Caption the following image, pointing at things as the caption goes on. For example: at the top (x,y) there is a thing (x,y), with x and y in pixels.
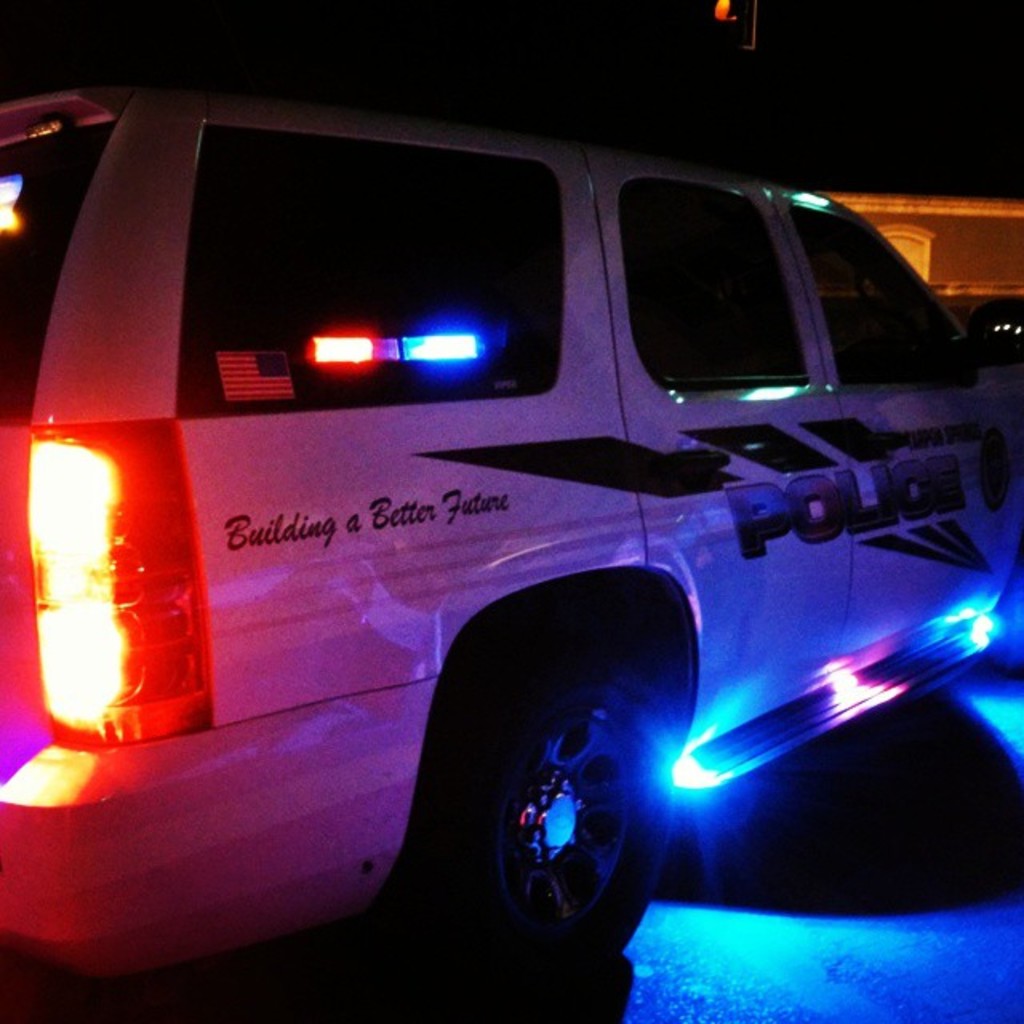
There is a vehicle (411,510) with lights (137,472). On that something is written. In the background (622,107) it is dark.
